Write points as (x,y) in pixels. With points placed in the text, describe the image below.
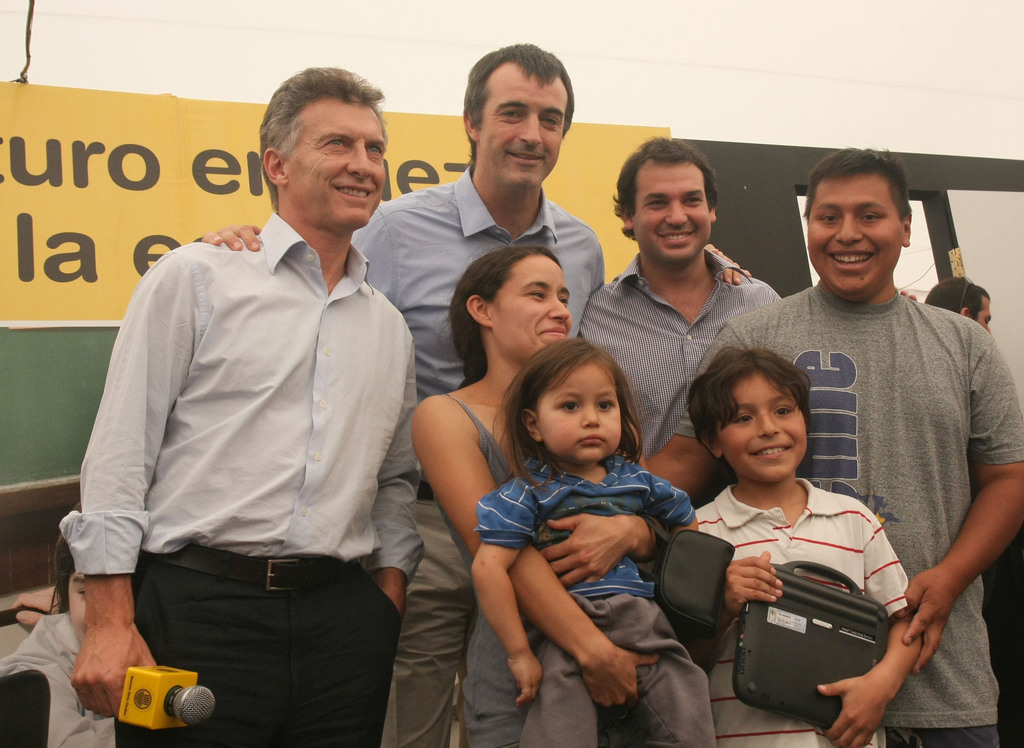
In this picture we can see six persons (727,459) are standing and smiling, a woman (454,439) in the front (584,642) is carrying a kid (519,536), a man (264,553) on the left side (196,688) is holding a microphone (182,682), in the background (145,190) there is a hoarding (119,198), we can see some text (150,168) on the hoarding (115,201).
